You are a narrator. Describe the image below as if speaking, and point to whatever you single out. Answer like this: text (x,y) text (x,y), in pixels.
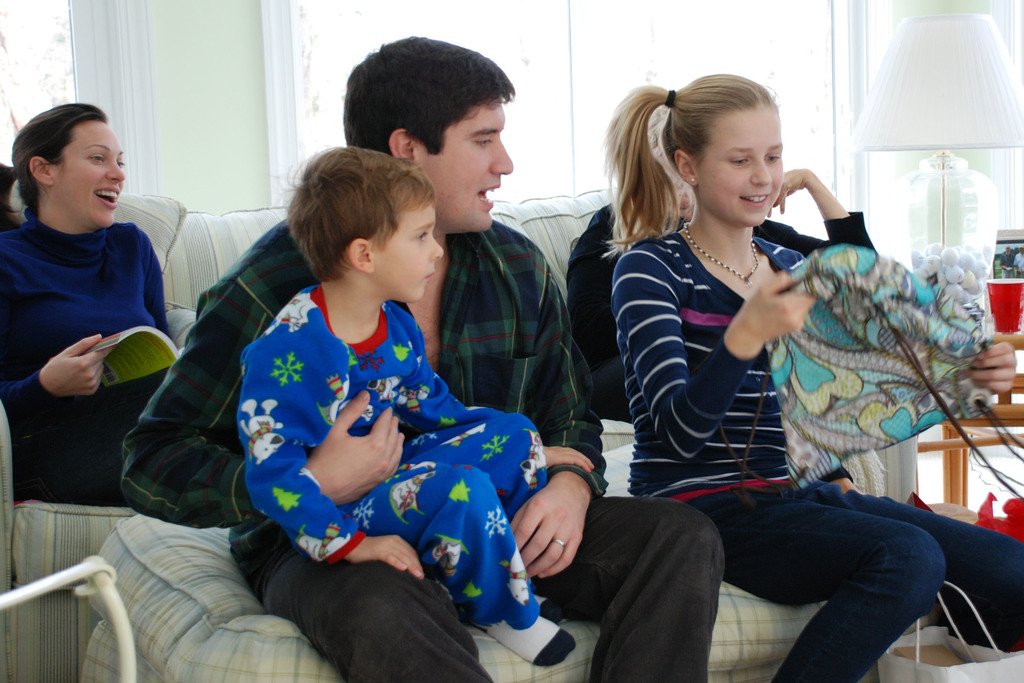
In the picture I can see some people (765,463) are sitting on the couch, among them one person (725,173) is holding bag (846,376), another one woman (114,307) is holding book (140,343), behind we can see windows (310,54) to the wall (181,16) and one lamp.
